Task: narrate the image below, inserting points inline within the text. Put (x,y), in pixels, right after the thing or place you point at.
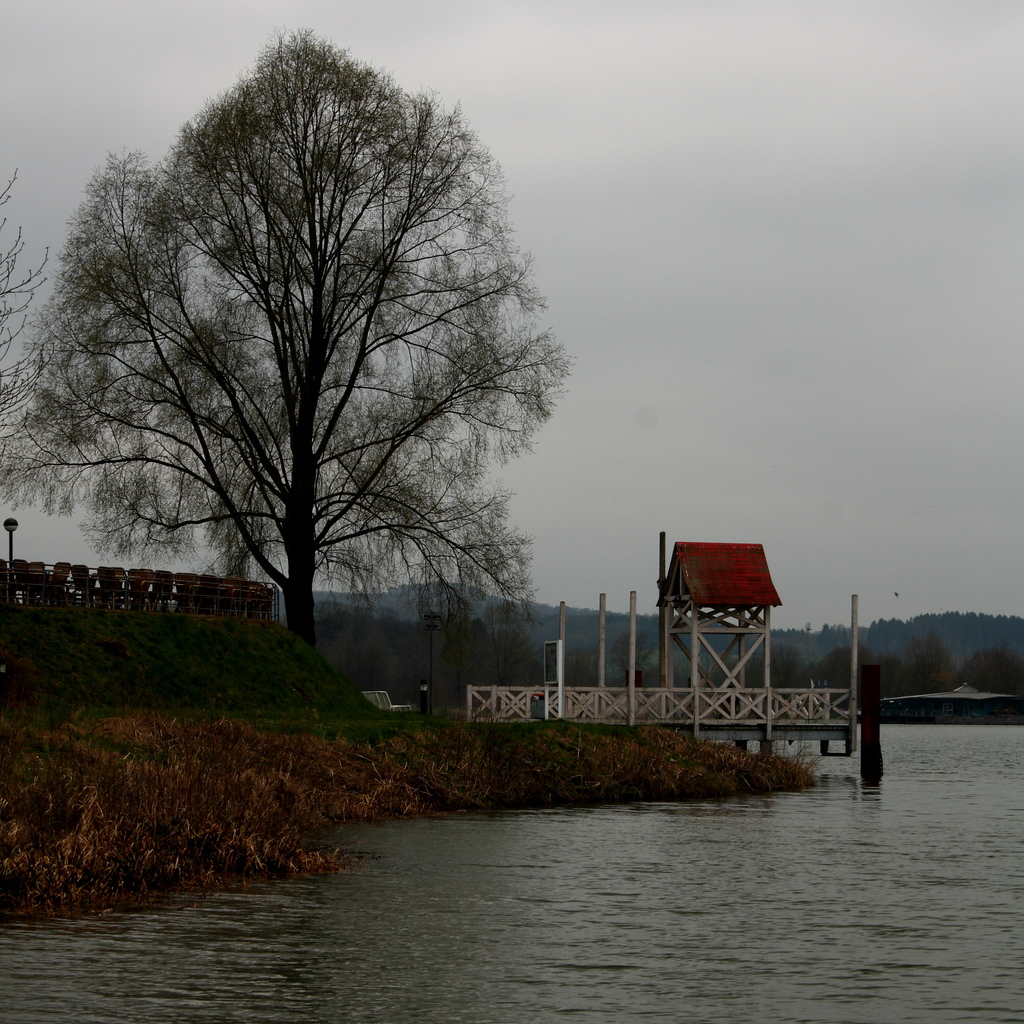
In this picture we can see one lake (644,899), beside there is some trees (379,543) and buildings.
